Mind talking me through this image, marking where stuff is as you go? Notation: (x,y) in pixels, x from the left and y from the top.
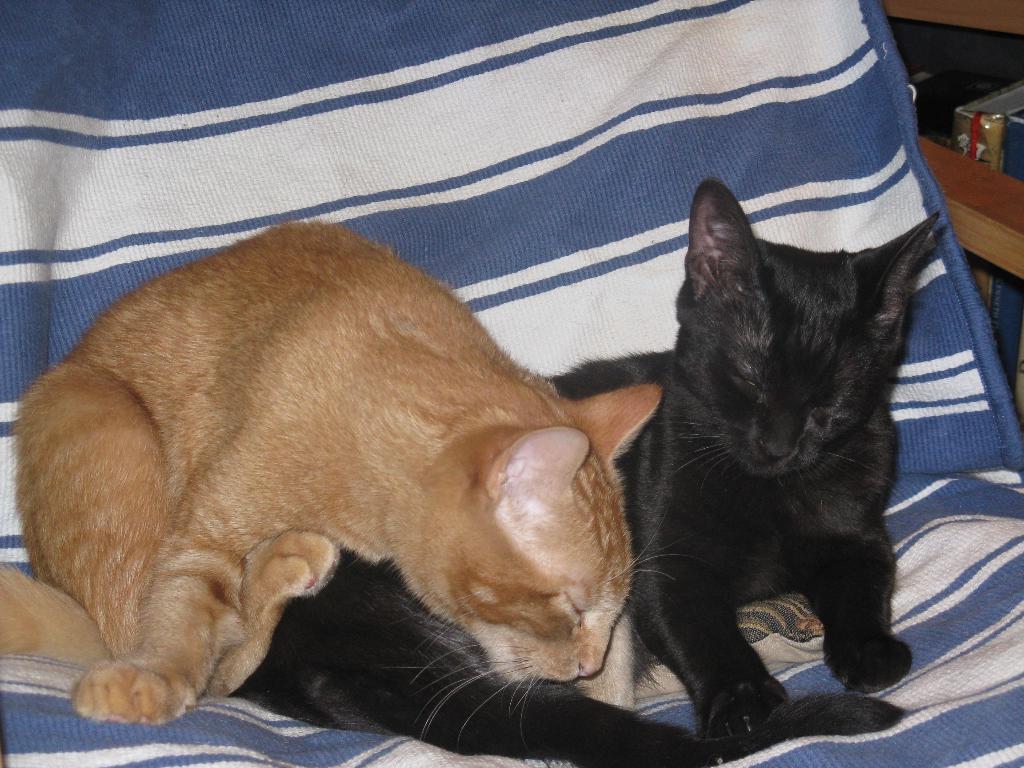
In the picture I can see a black cat (510,717) and golden color cat (352,542) are sitting on the blue and white color surface (151,72). Here we can see books (1019,120) are kept in the wooden cupboard (995,188) which is on the right side of the image (1010,225).
